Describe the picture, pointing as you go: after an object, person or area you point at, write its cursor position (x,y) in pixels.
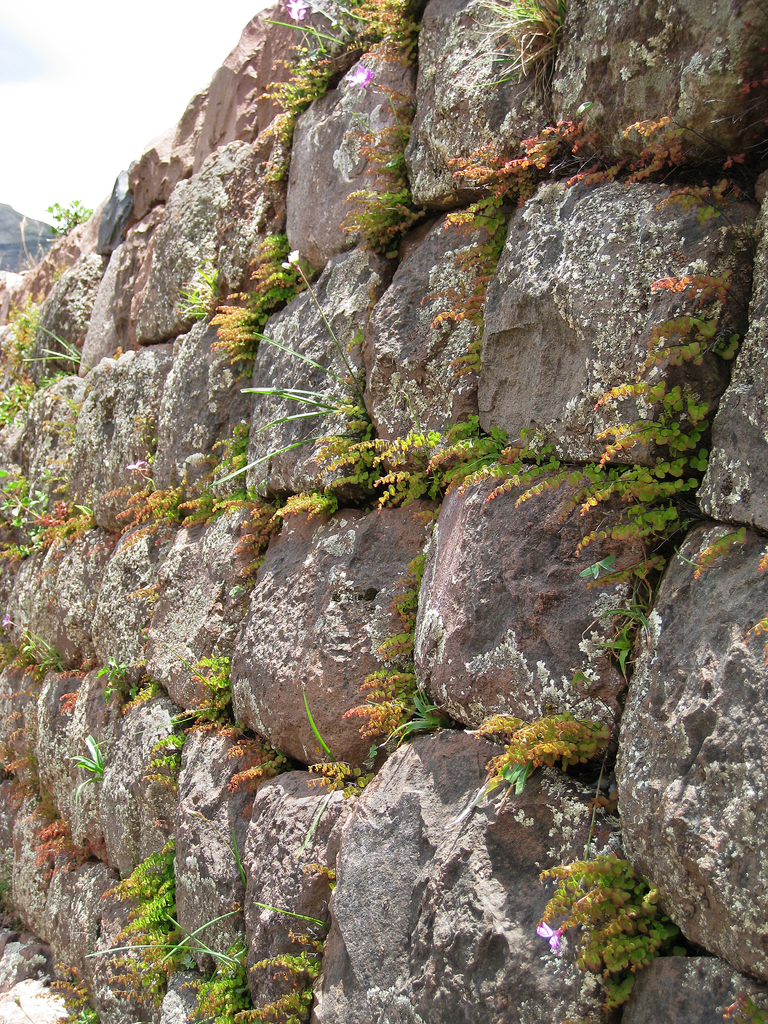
In this image, we can see stone wall (381,664) and plants (48,539). On the left side (43,152) corner, we can see the sky (92,87).
